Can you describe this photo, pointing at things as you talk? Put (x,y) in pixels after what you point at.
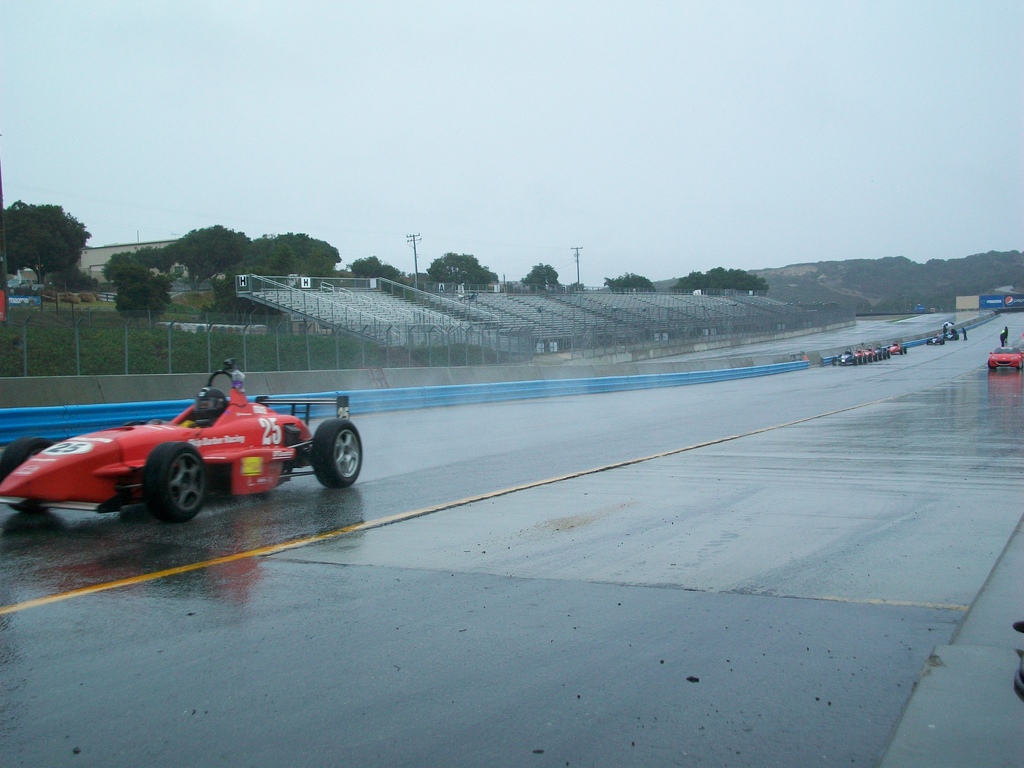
In this image on the left side (205,448) there is one vehicle (279,441), and on the right side (1002,360) there is one car (1014,353) and some persons (1005,336) and some objects (864,362). At the bottom (580,592) there is a road (902,464), and in the background (128,317) there are trees (227,305), poles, net (15,348) and some objects (582,291). In the background (856,270) there are mountains (833,268), on the left side (82,248) there are some buildings (92,265). At the top (257,138) there is sky (536,138).
